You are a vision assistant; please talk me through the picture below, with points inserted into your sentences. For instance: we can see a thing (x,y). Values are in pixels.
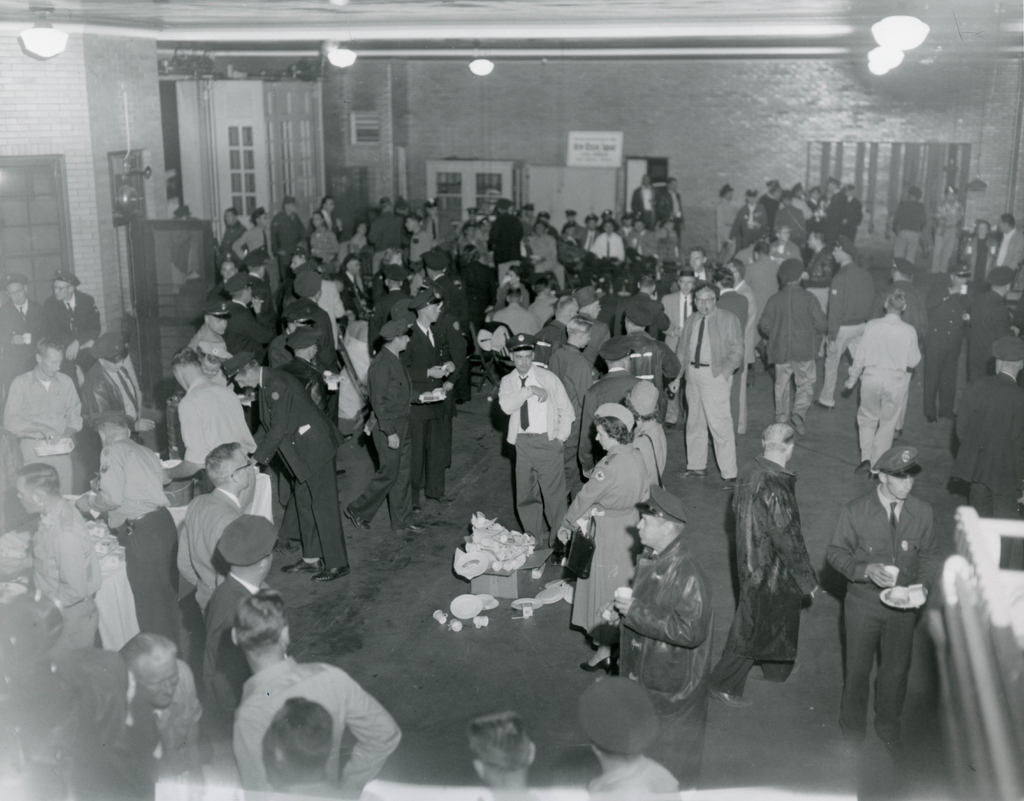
In this image we can see some people (400,502) standing and eating food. We can see some food items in their hands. And at the top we can see the lights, ducts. We can see the windows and a board (595,162) with some text (601,148) on it.
